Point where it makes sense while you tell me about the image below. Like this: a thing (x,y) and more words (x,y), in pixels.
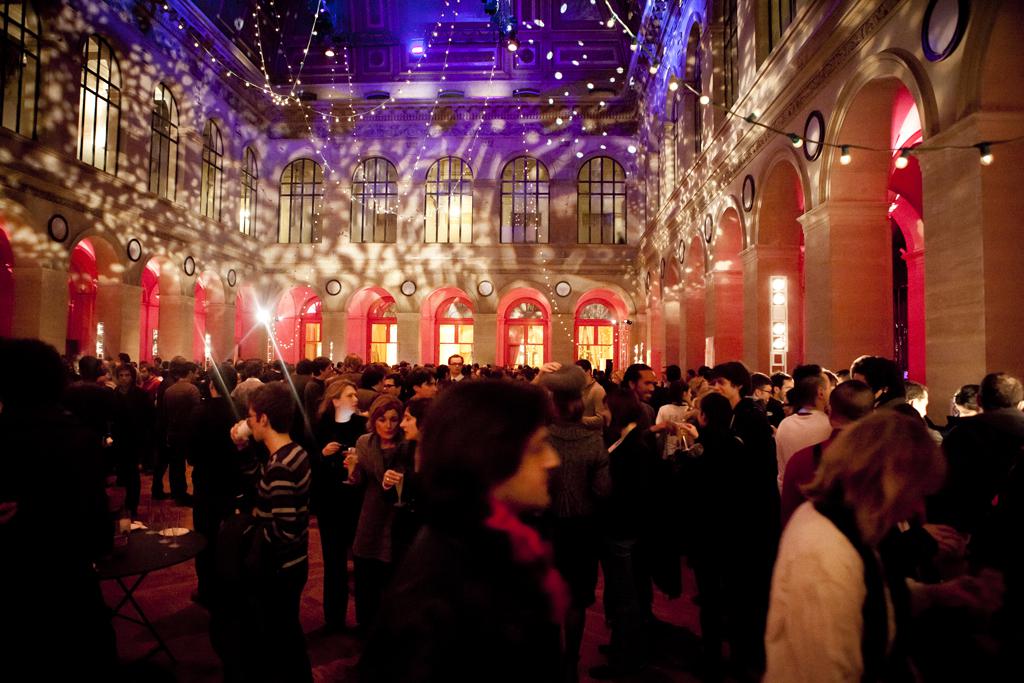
In this picture there are group of people (503,400) were few among them are holding glass of drink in their hands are inside a building (456,309) and the interior of the building (517,137) is decorated with lights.
